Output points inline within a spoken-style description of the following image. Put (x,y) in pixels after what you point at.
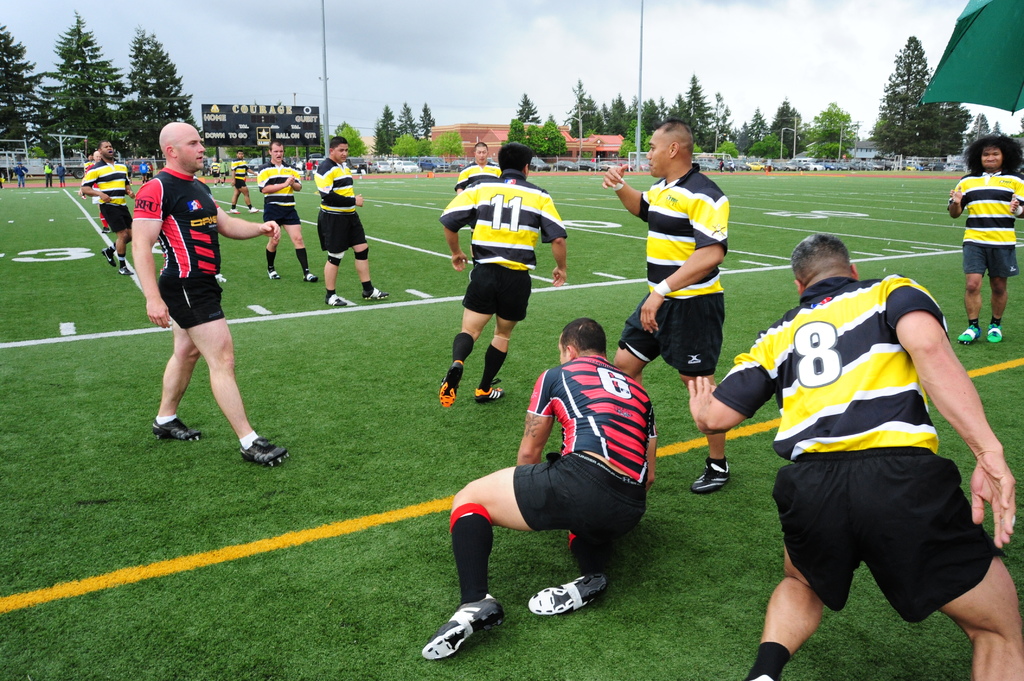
In this picture, we can see a few people (106,155) on the ground (276,506) and we can see the ground (415,507) covered with grass (415,418) and we can see, poles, scoreboard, umbrella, buildings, trees (120,155) and the sky (709,74) with clouds (810,65).
